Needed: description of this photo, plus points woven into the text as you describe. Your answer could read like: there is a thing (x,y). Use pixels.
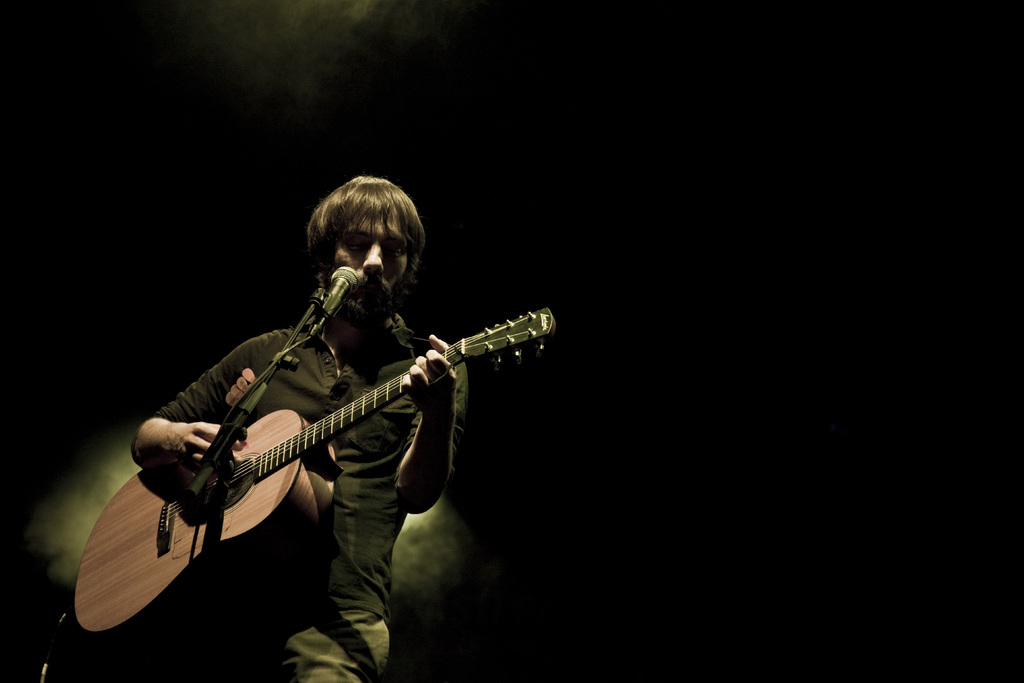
In this picture there is a guy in black shirt (185,411) holding a guitar (182,478) and playing it in front of a mike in the dark background (87,174).
